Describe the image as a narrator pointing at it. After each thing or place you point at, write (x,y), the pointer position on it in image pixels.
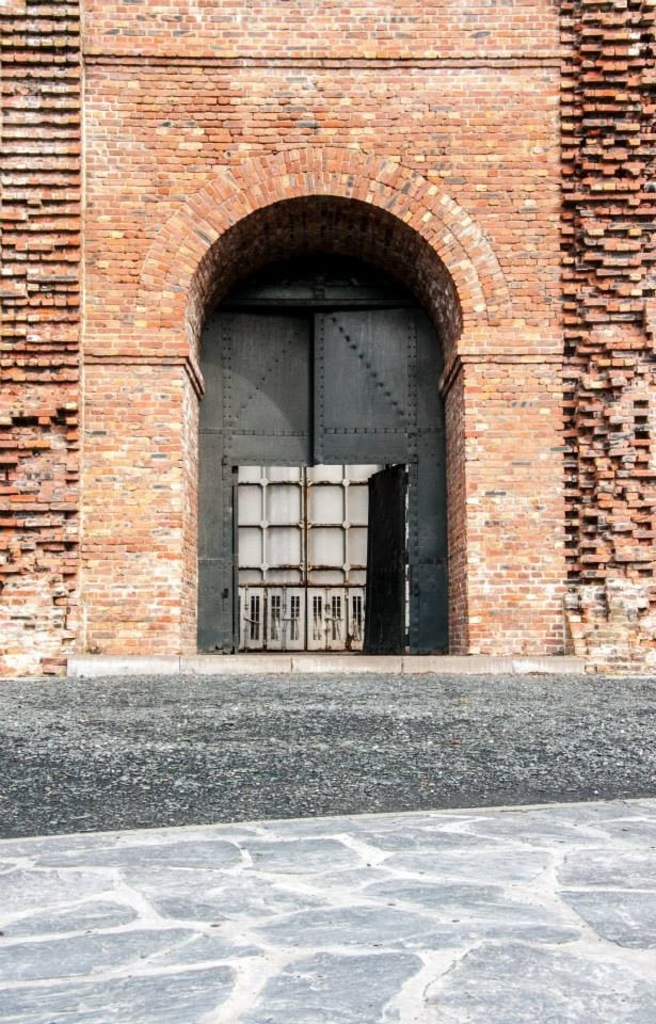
In this picture I can see there is a building (530,254) and it has a brick wall (538,570), there is a door (302,550), there is soil (369,699) on the floor (480,842).
